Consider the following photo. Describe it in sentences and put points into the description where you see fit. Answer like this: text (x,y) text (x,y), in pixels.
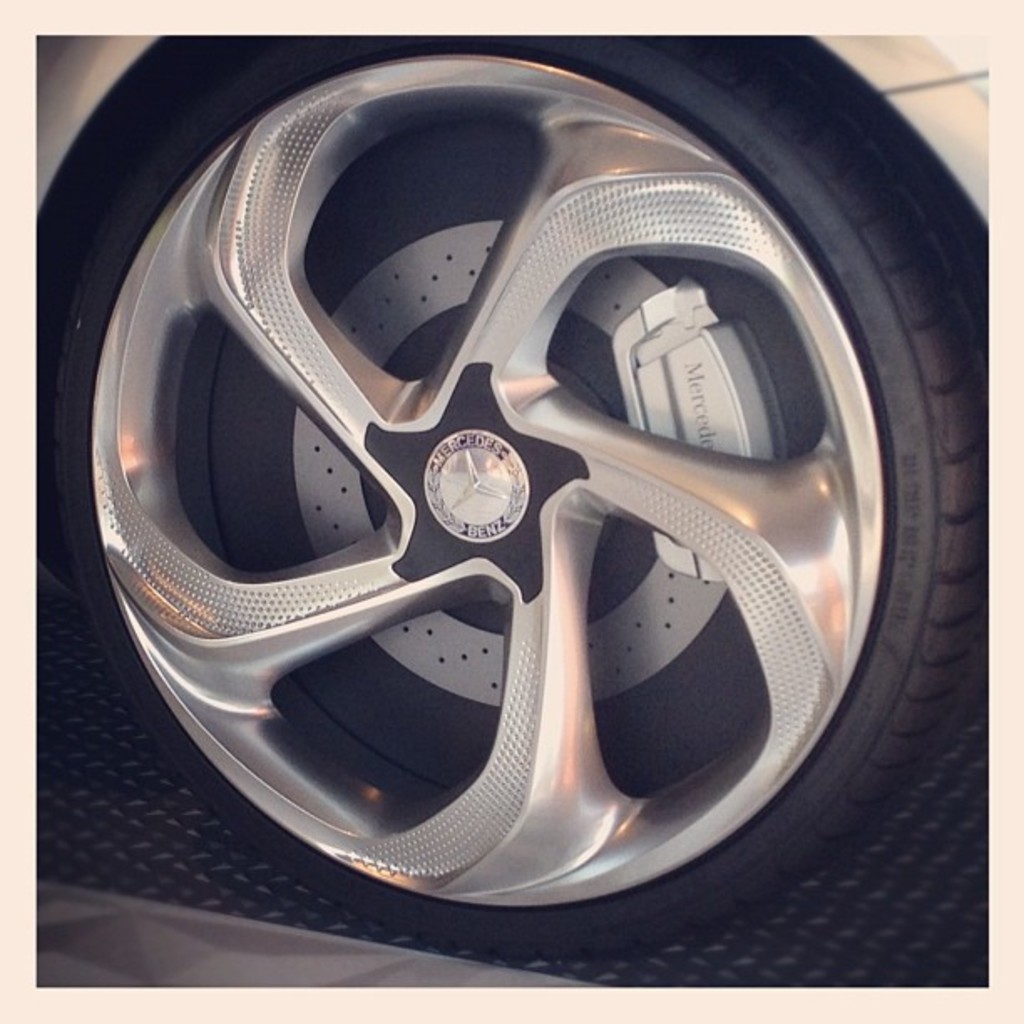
This picture is an edited picture. In this image there is a vehicle (625,137) and there is a text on the wheel (530,532).
